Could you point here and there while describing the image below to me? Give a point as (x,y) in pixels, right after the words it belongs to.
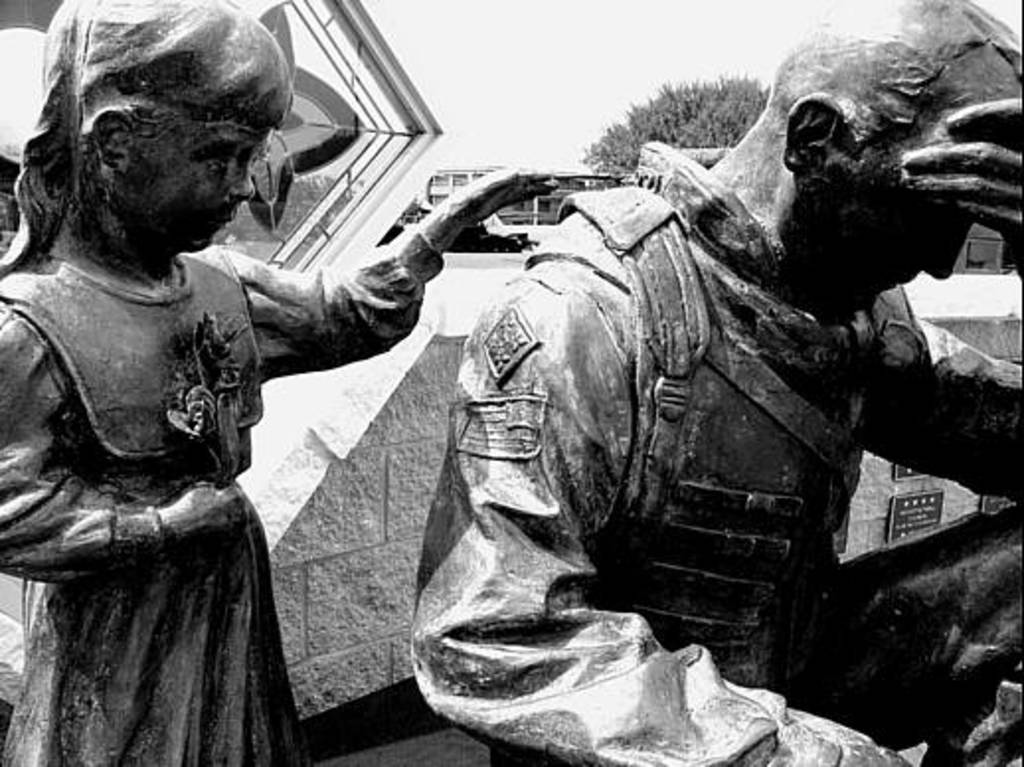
This is a black and white picture. In this picture, we see the statues (164,457) of a girl (200,254) and a man (803,512). Behind that, we see a wall (373,482) and we see the commemorative plaques (911,522) are placed on the wall (961,516). There are trees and the buildings (583,180) in the background (428,190). At the top (536,82), we see the sky (542,94).
